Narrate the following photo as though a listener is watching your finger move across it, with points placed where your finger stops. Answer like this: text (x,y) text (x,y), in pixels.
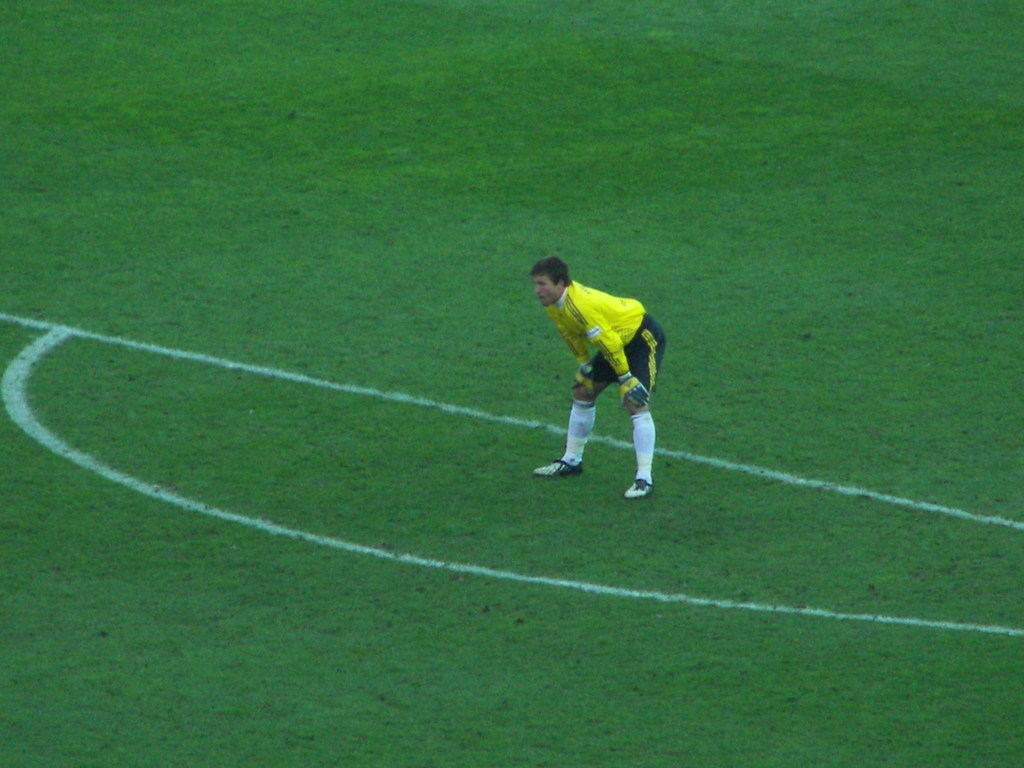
In this image a player (565,330) wearing yellow t-shirt (614,320) is standing in the middle of the field (529,615).
